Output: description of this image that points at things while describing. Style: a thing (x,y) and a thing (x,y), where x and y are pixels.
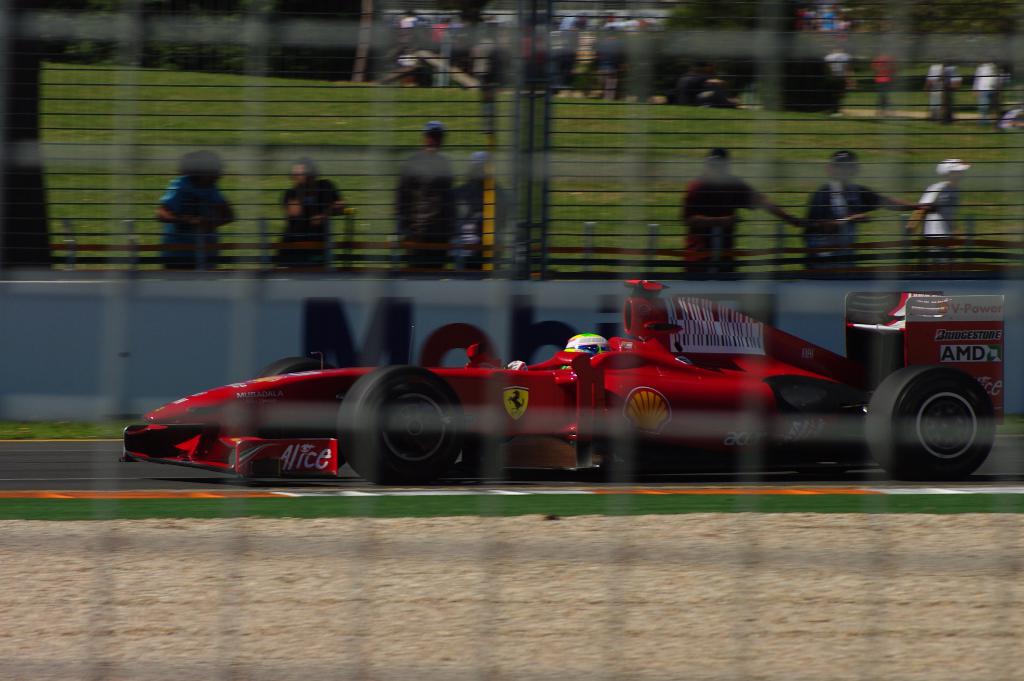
In this image there is a net (393,417). In the back (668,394) there is a car (598,402). In the background (278,306) there are banners (888,291). Also there are many people (525,36). Some are wearing caps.
